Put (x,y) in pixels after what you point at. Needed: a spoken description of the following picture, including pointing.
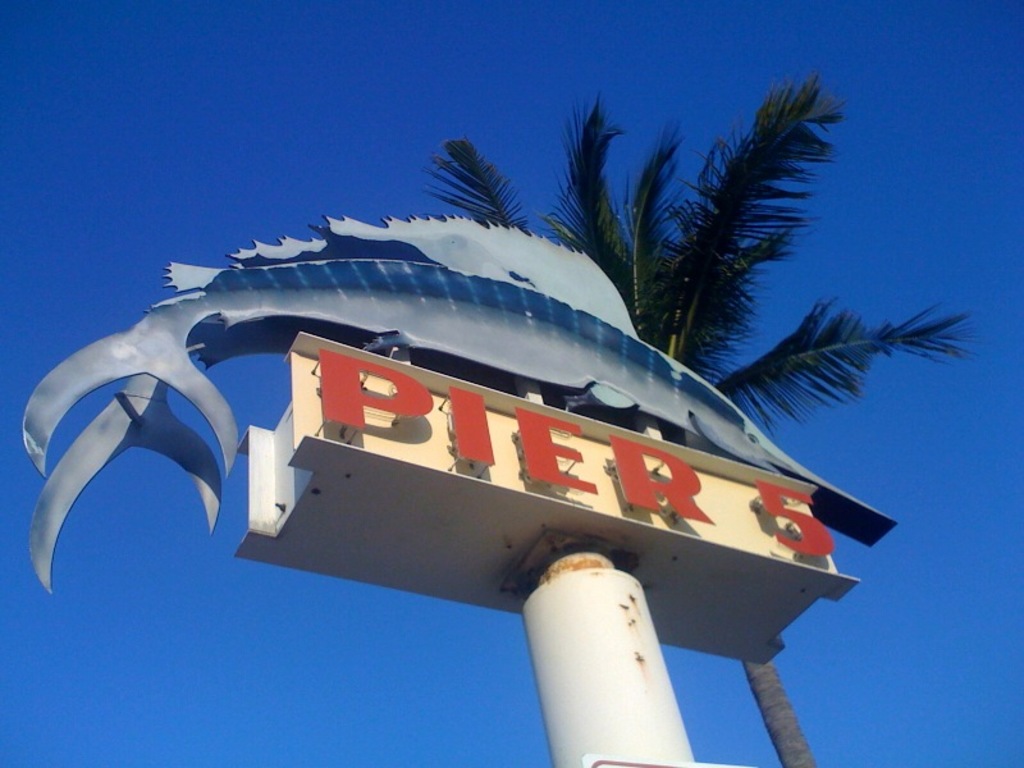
In this image we can see a tree (722,289), sign board (802,485) and other objects (611,567). In the background of the image (324,34) there is the sky (0,431).
